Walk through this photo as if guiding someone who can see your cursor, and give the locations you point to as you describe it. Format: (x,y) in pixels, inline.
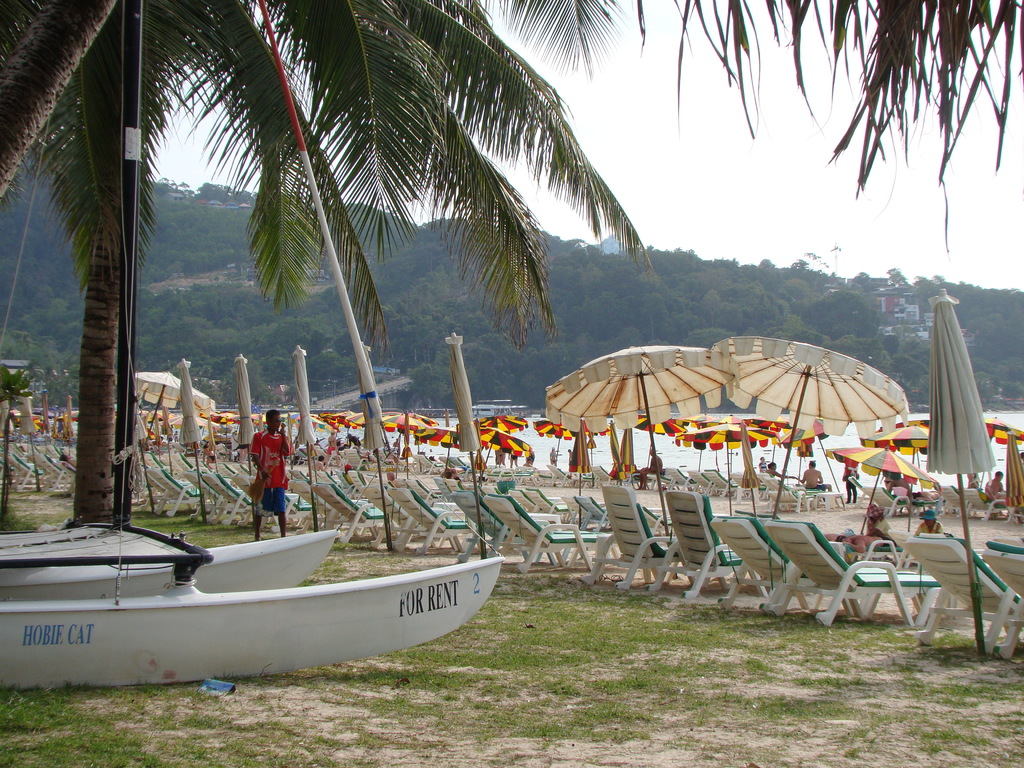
This is a beach (445,544). On the left side (184,610) there is a boat (153,635) on the ground (131,694). Here I can see many chairs (520,543) and umbrellas (601,414). Few people (927,524) are sitting on the chairs (703,490). On the left side (279,442) there is a person (267,490) walking on the ground (219,530) and there is a pole (122,202). In the background (426,257) there are many trees (426,257) also I can see few buildings (889,293). At the top of the image (736,178) I can see the sky (738,196). On the right side (848,432), I can see the water (1008,416).
